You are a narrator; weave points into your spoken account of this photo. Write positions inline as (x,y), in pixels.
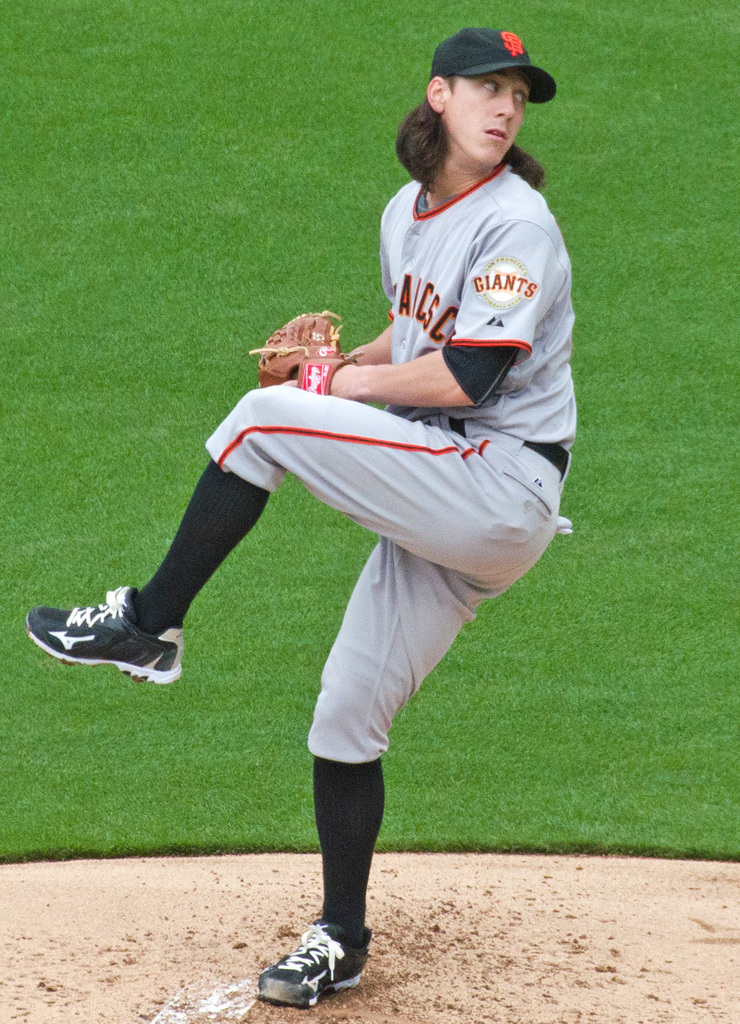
In this image we can see a person (437,419) standing on the ground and the person (391,233) is wearing a cap (475,53). Behind the person (435,398) we can see the grassy land (283,690).
